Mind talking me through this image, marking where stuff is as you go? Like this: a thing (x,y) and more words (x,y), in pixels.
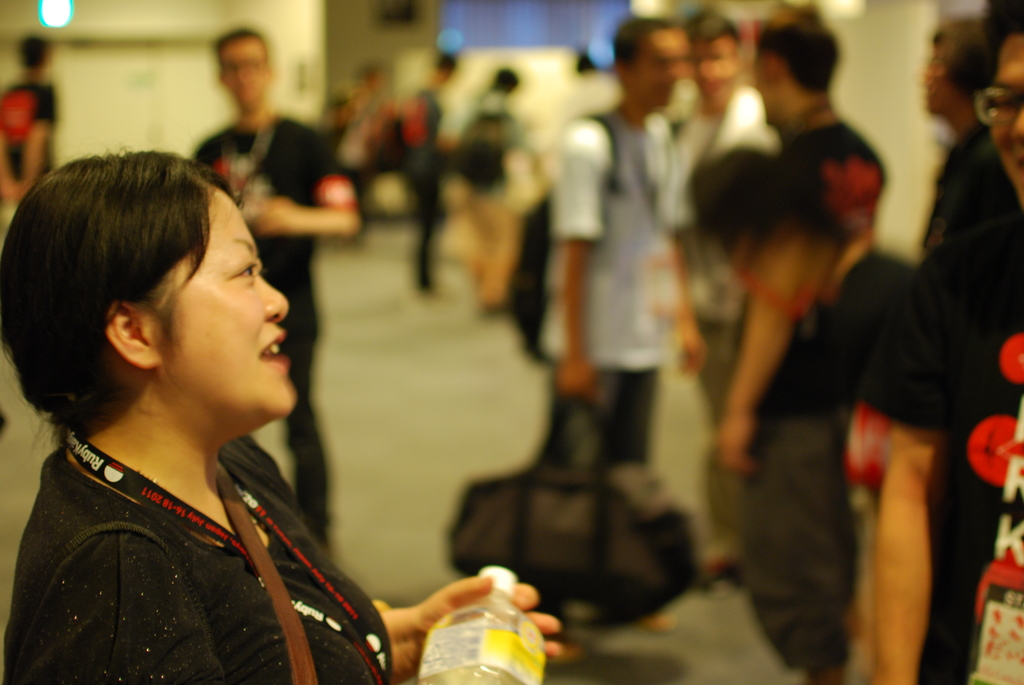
In the left corner of the picture (123,657), woman (99,563) in black t-shirt (195,599) is holding water bottle (489,628) in her hands (447,600) and I think she is trying to talk something. Man (627,317) in the middle of the picture (607,290) wearing white T-shirt (606,247) is holding bag (583,463) in his hand (566,391) and he is even wearing backpack (541,285). Here, we see many people (476,110) standing in this picture.
